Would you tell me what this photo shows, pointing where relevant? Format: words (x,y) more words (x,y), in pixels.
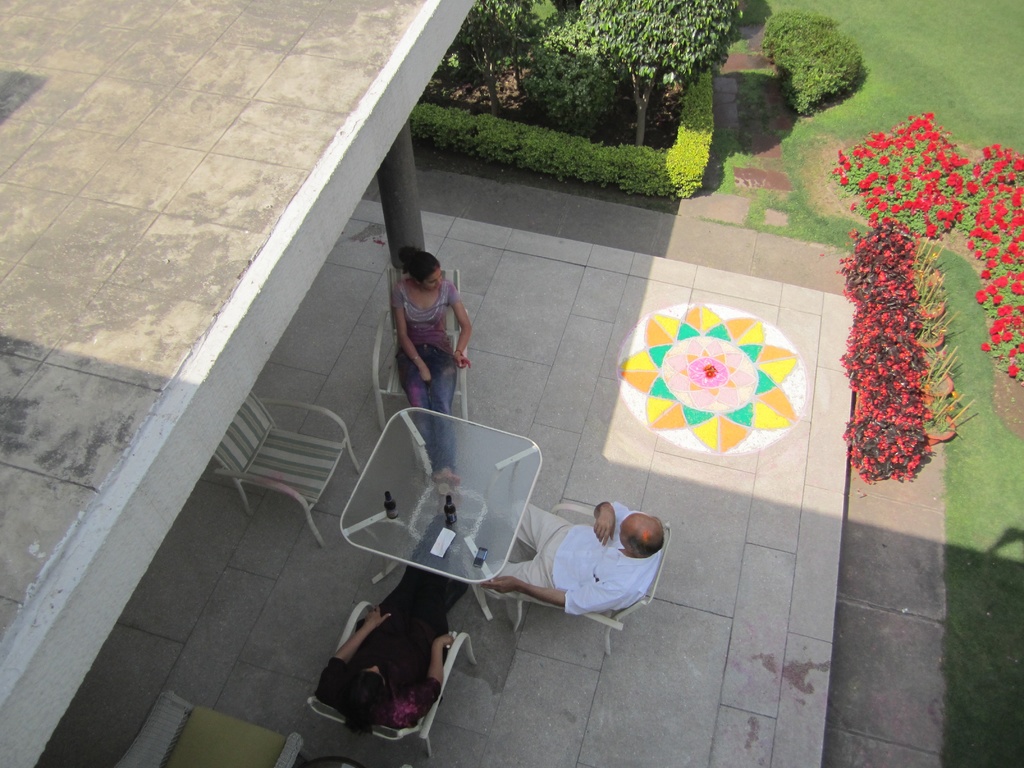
This picture shows two people (410,609) seated on the chairs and we see bottles (451,525) on the table (362,521) and we see a woman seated on the other side and we see couple of trees (728,3) and flower plants (862,320) and we see a building (59,136).
